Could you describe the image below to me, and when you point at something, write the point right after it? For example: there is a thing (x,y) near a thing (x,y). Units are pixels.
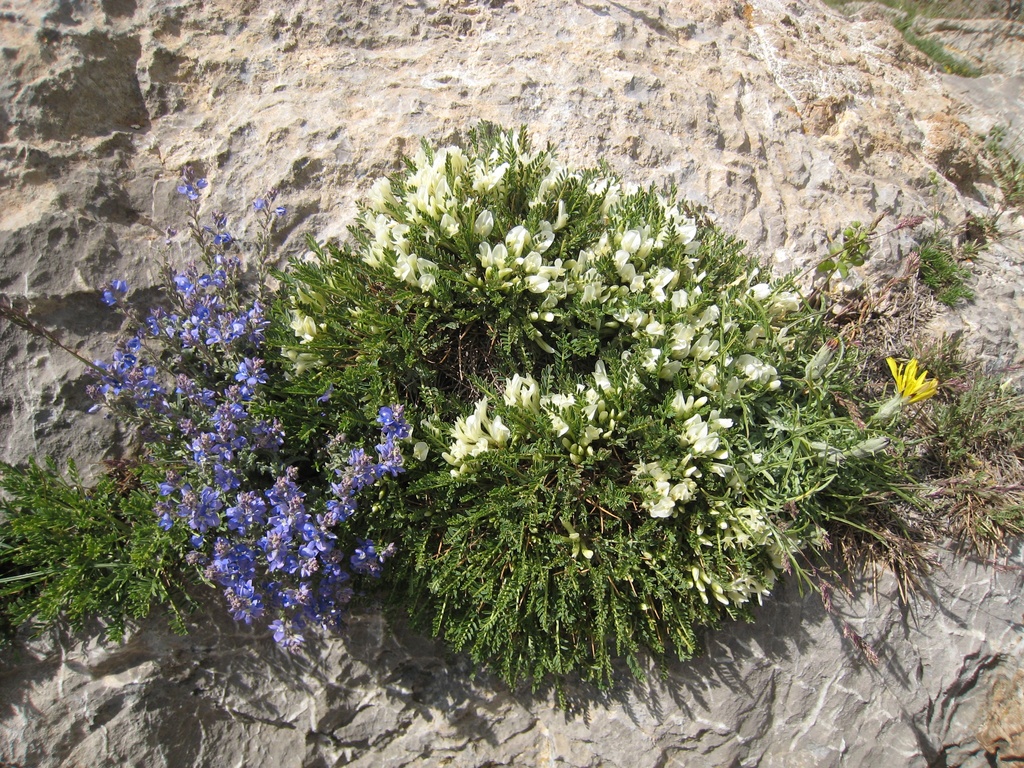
In this image we can see the flower plants (637,414). We can also see the rock (612,124) in the background (633,709).
